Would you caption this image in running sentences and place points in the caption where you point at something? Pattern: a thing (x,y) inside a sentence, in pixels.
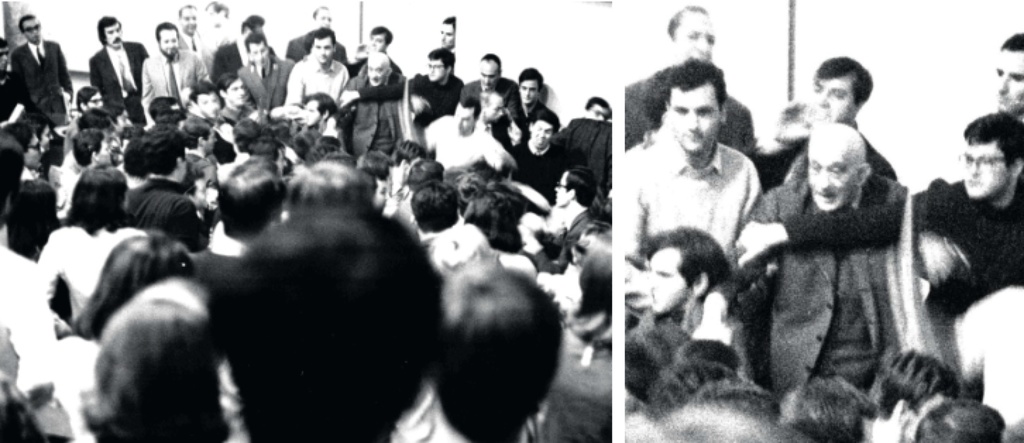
In this image I can see a collage of 2 images. There are many people (316,238) in the images. This is a black and white image.
